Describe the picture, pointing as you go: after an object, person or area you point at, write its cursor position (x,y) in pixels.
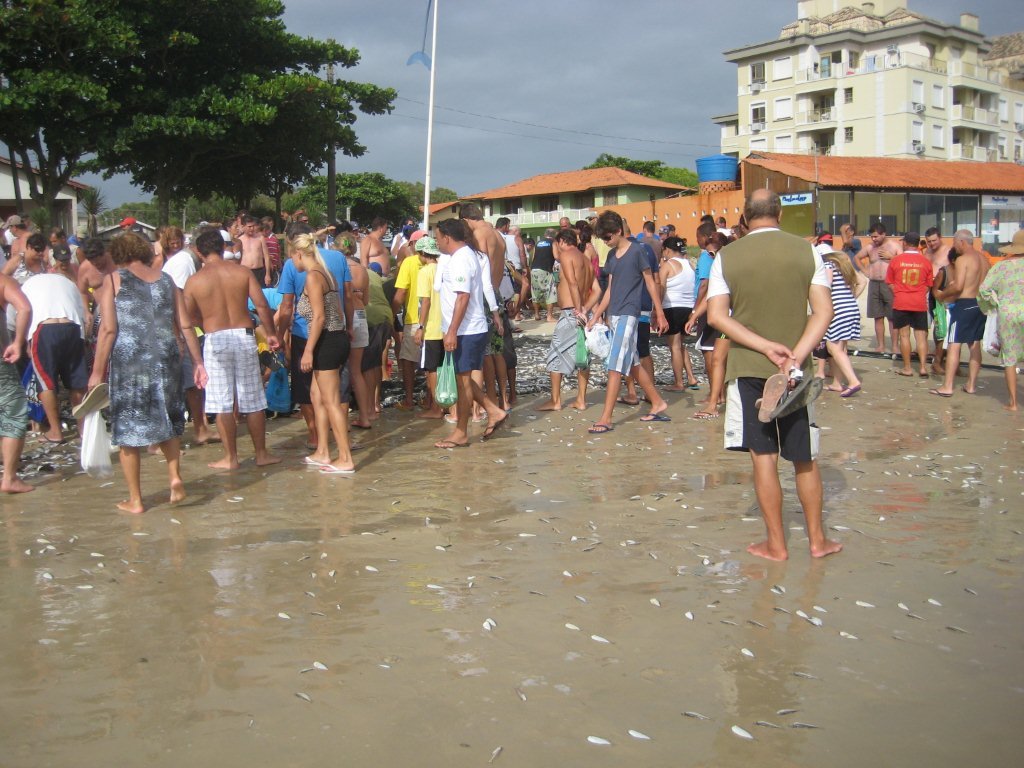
In this image there is the sky (579,71), there are buildings (559,186), there is building (831,88) truncated towards the right of the image (952,97), there is building (40,188) truncated towards the left of the image (20,190), there are poles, there is a pole (432,126) truncated towards the top of the image (429,86), there is a flag (423,52) truncated towards the top of the image (412,58), there is a wire (446,107), there are group of persons (508,294), there are persons (178,362) holding an objects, there are persons (22,311) truncated towards the left of the image (19,252), there are persons (1007,312) truncated towards the right of the image (1007,293), there are persons (755,305) holding footwear (773,412), there are fishes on the ground (572,502), there is a board (802,199), there is text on the board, there are windows (827,199), there is the wall (874,127).
